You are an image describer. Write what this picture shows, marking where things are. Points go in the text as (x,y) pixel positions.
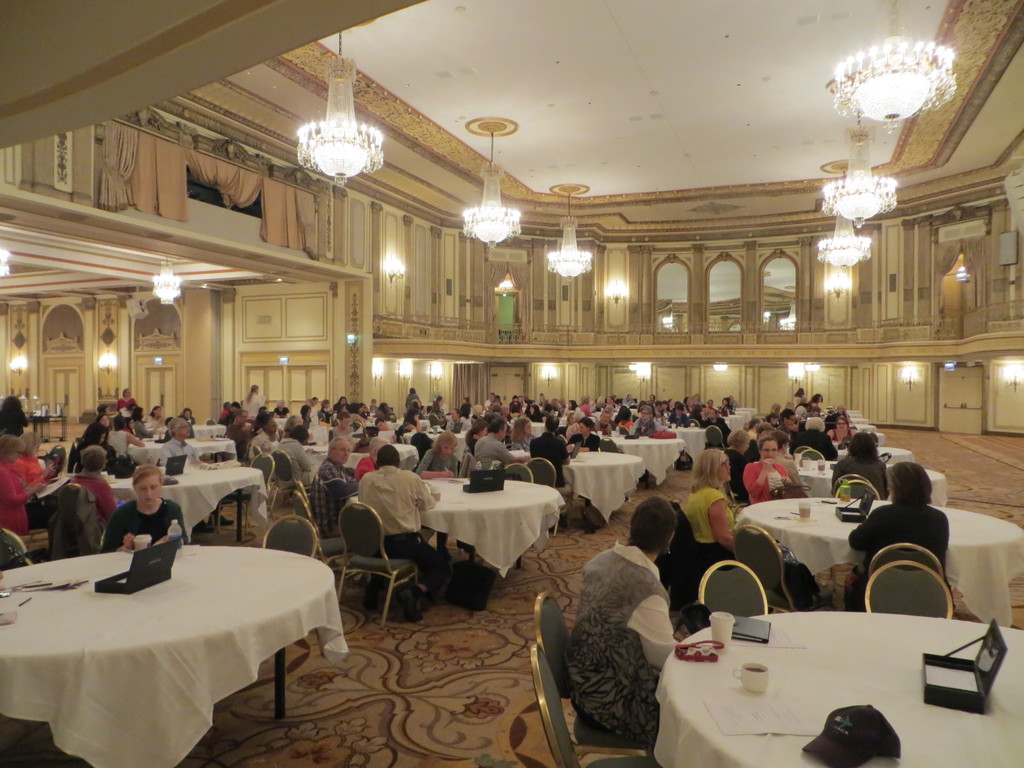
In this hall (385,491) there are many people (392,504) in the chairs (374,512) around the table (201,557). On this some boxes (133,561) were placed. There are some chandeliers (838,201) to the ceiling (501,185). In the background (669,284) there some lights (621,286) and a windows (712,305) here.
